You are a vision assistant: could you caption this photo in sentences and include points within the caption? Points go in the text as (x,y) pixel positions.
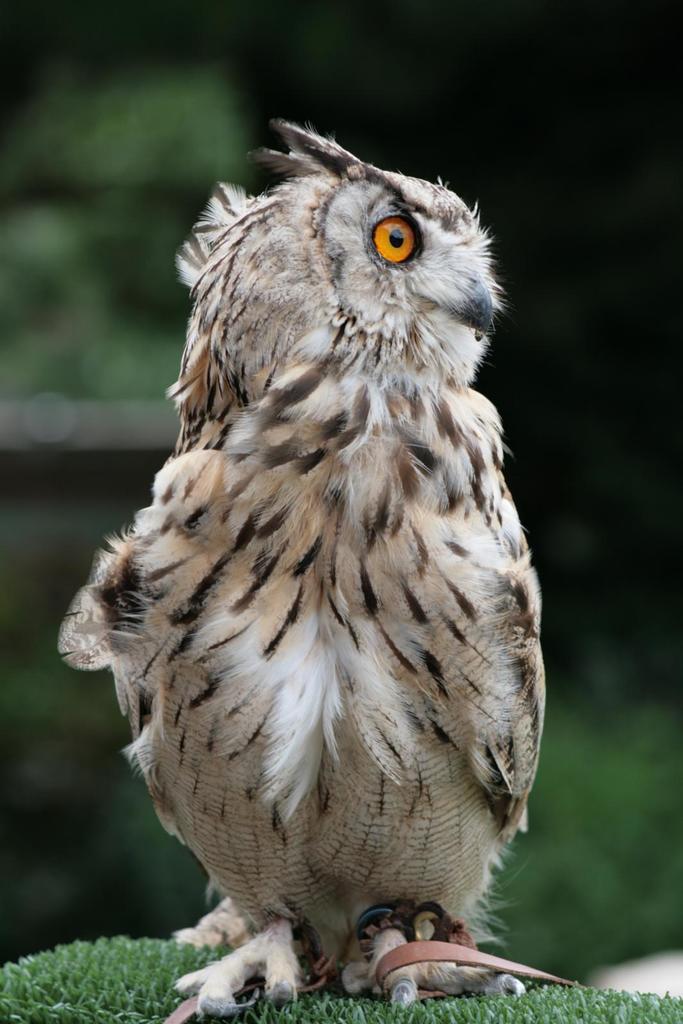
In this image we can see an owl (423,395) on the grass (26,993). The background of the image (563,315) is blurred.
